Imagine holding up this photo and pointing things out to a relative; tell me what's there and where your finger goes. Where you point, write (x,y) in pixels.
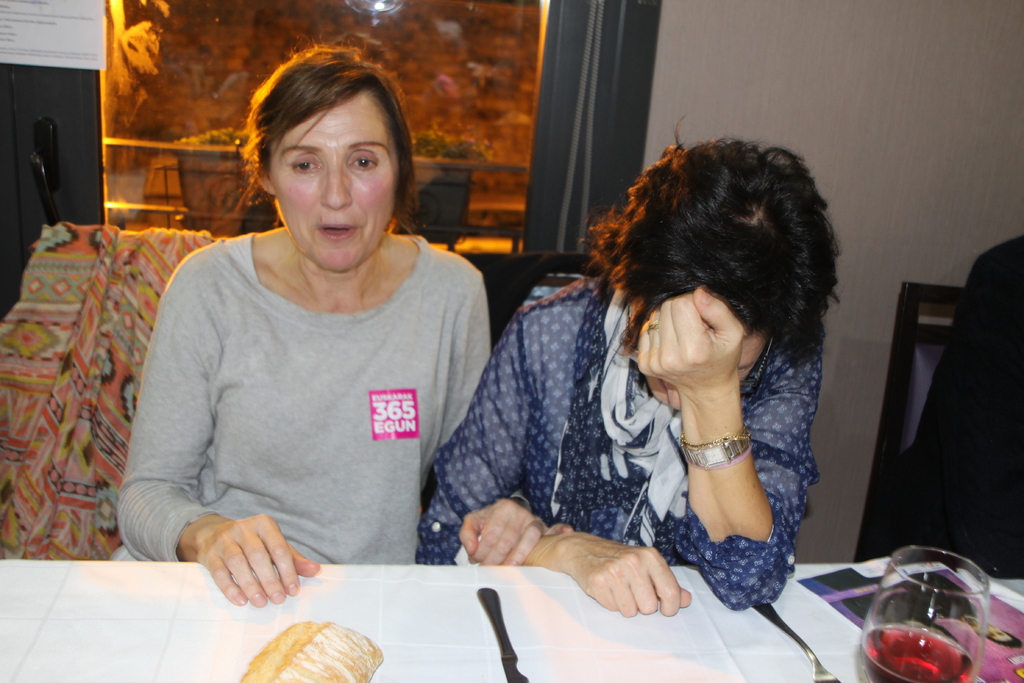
There are two women (313,376) sitting in front of a table (398,655) in the chairs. One is wearing a watch (720,449) and the other is wearing a t-shirt (277,393). On the table (496,622) there is a knife (501,617) and a cloth (428,611) with some glass (896,639) of wine (896,639). In the background (823,53) there is a wall (786,55) and a window (189,58).
